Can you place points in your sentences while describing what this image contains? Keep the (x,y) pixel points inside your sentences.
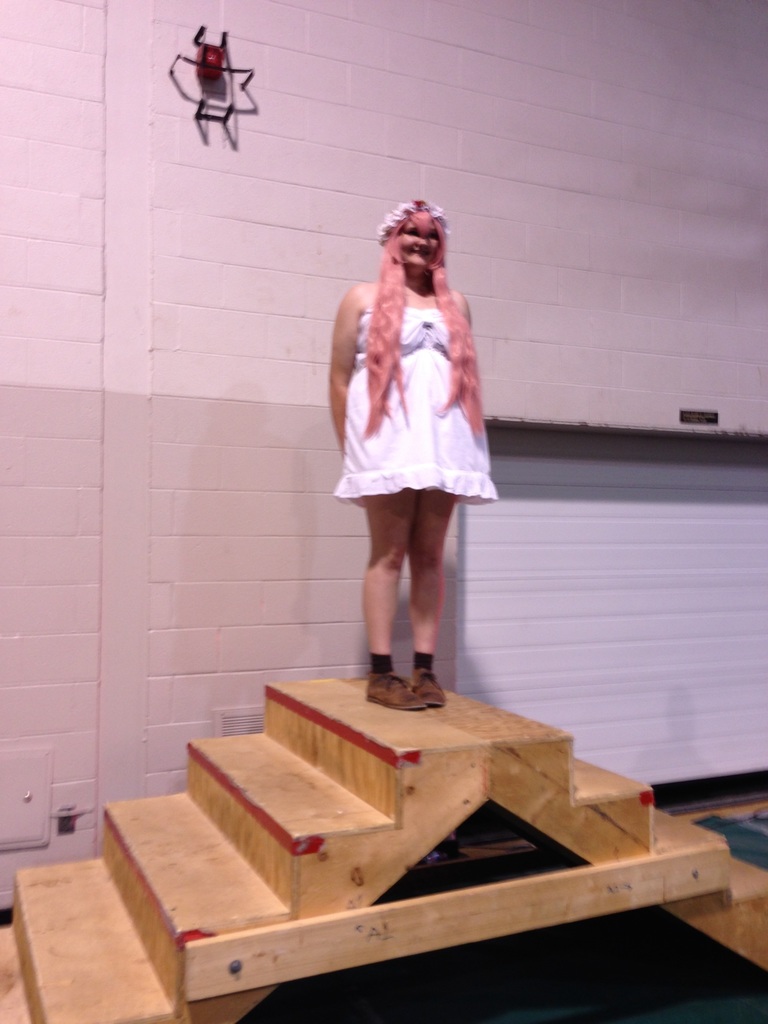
In this image I can see a woman (356,441) wearing a white color skirt (419,395) standing on staircase (447,710) and I can see the wall (463,163) back side of the woman (384,357) and she is smiling.
